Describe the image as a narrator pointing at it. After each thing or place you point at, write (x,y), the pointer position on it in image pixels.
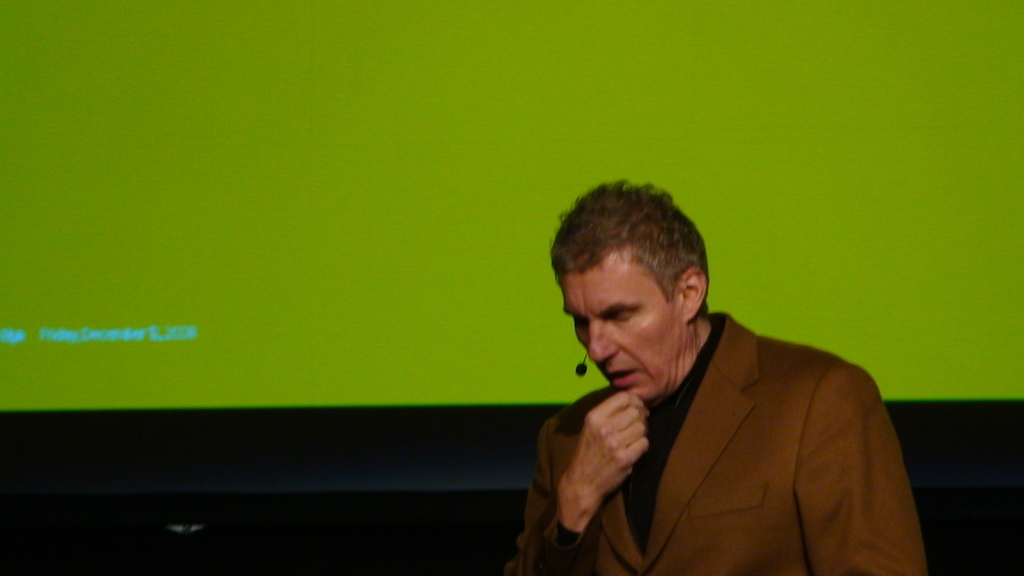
In this image, I can see the man (664,499). In the background (326,293), there is a screen (847,270) with the display (329,278).
